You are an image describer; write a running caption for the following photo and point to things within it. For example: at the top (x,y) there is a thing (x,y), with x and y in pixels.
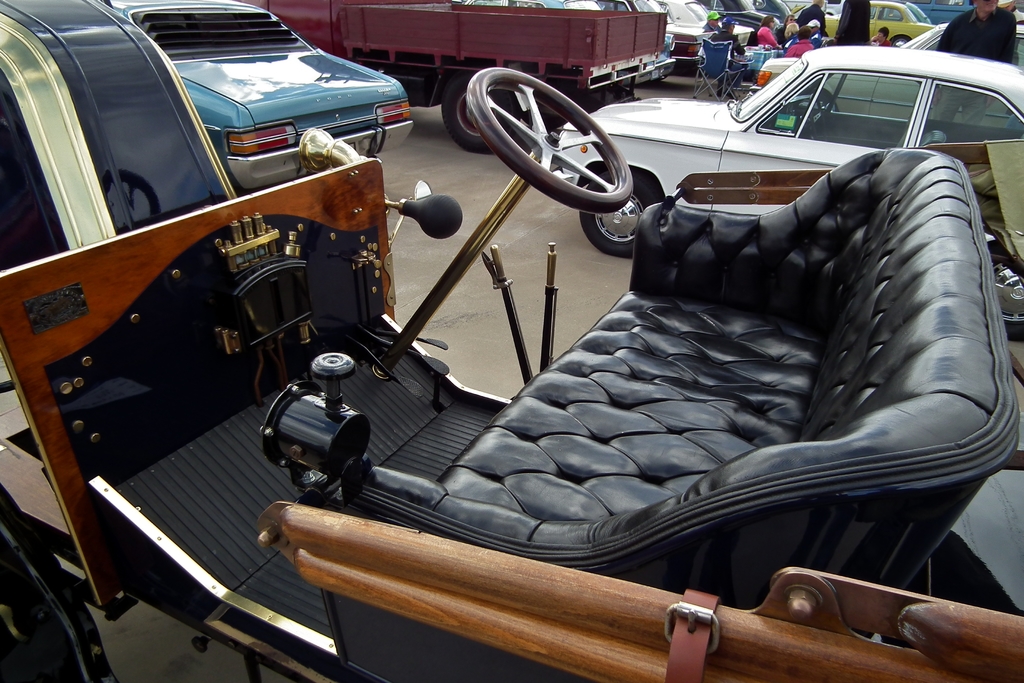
In this image in front (37,330) there is a vintage car (622,315) with a leather seat (655,280). In the background of the image (721,27) there are people (735,41) sitting on the chairs (726,68).
